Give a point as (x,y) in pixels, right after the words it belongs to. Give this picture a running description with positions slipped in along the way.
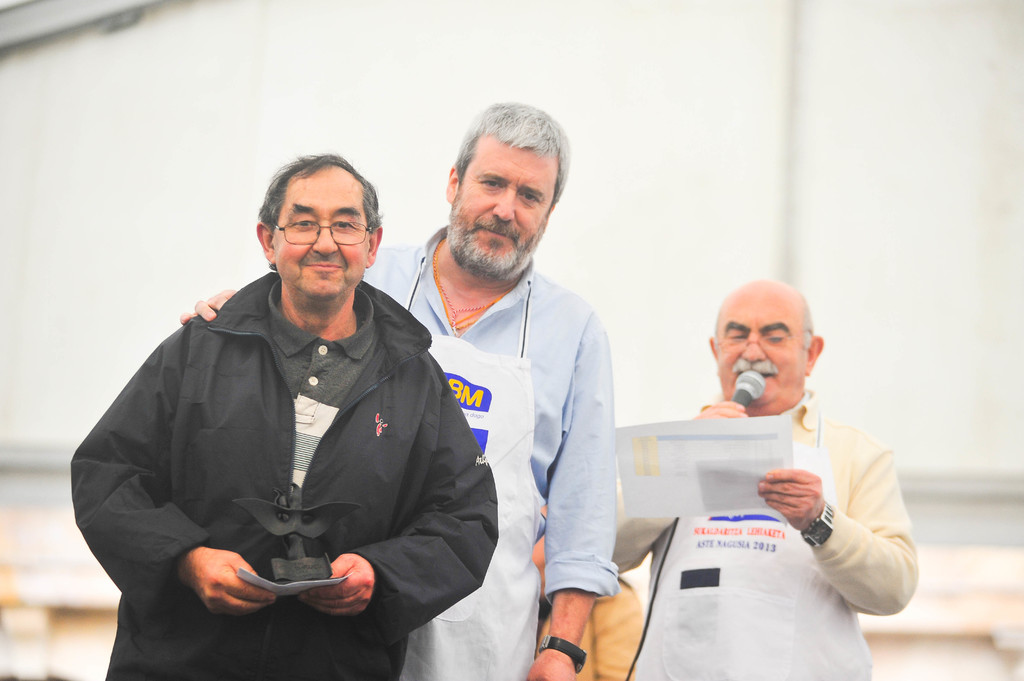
In this image, we can see three men (549,500) standing, on the right side (843,469), the man (729,411) is holding a microphone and a paper (725,469), in the background (435,104) we can see the wall (577,77).
